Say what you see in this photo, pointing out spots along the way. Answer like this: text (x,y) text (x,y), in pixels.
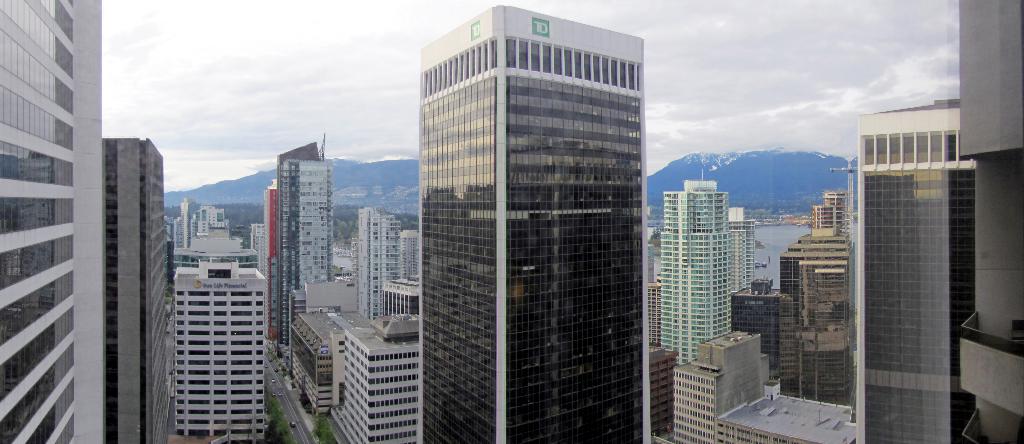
This picture is clicked outside. In the center (564,262) we can see the group of buildings (122,211) and the skyscrapers (321,176). In the background (766,9) there is a sky (278,45) and we can see the hills (275,173) and some other objects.
